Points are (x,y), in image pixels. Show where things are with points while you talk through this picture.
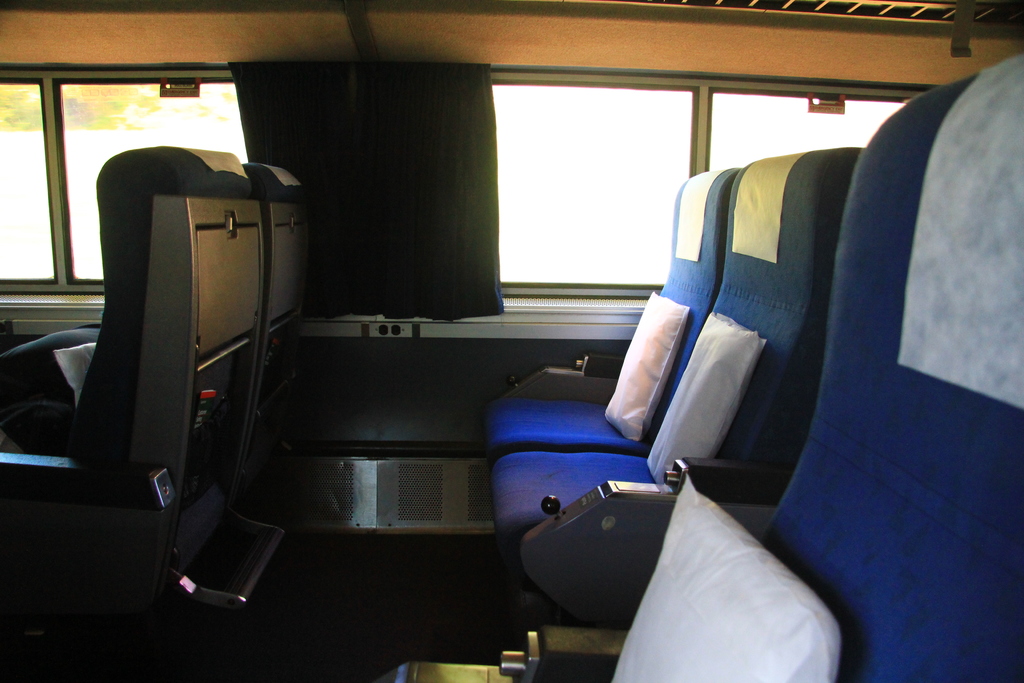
This image is clicked inside the vehicle (412,398) in which we can see that there are so many seats (563,473) in the middle (567,434). In the background (579,154) there are glass windows (543,123) with the curtains (359,162).
